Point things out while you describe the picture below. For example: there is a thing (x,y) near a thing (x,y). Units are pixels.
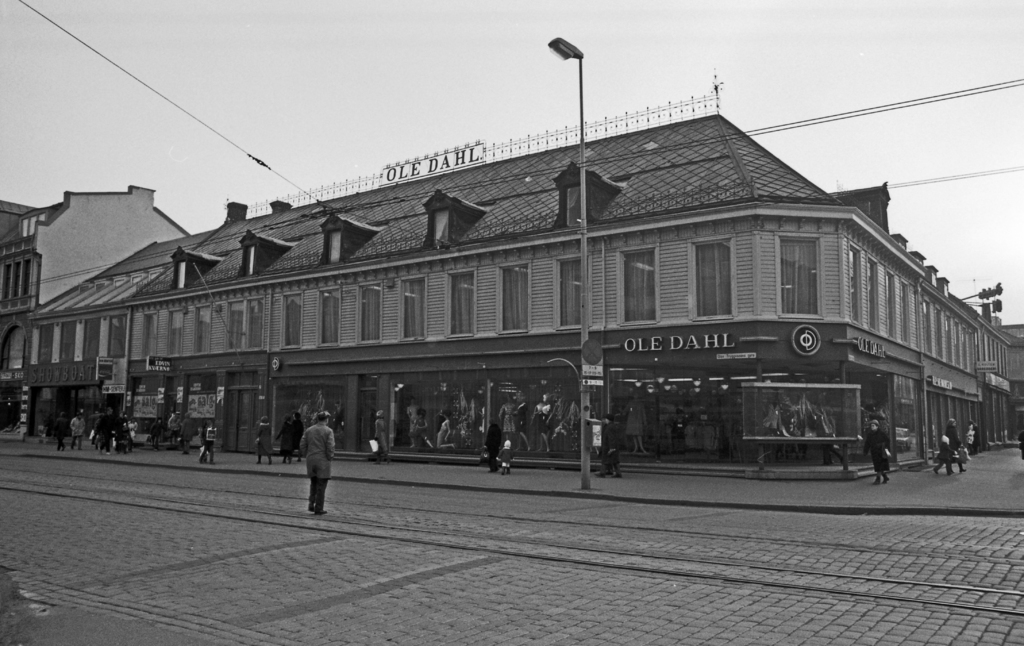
This is black and white picture, there is a person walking and we can see board (590,372) and light (565,44) on pole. In the background (822,287) we can see buildings (59,225), people (95,415), wires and sky (438,59).
